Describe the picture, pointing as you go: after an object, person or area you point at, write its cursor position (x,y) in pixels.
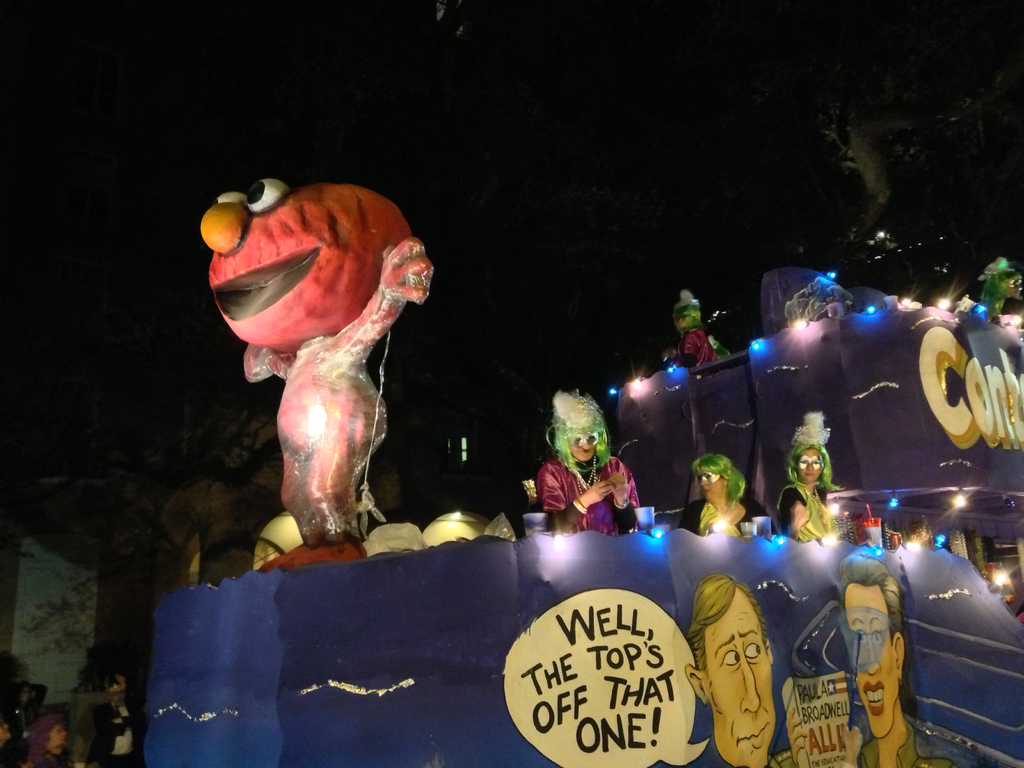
This is the picture of a place where we have some cartoons (723,655), boards (286,584) on which there is something written and also I can see some lights (908,299) around.
